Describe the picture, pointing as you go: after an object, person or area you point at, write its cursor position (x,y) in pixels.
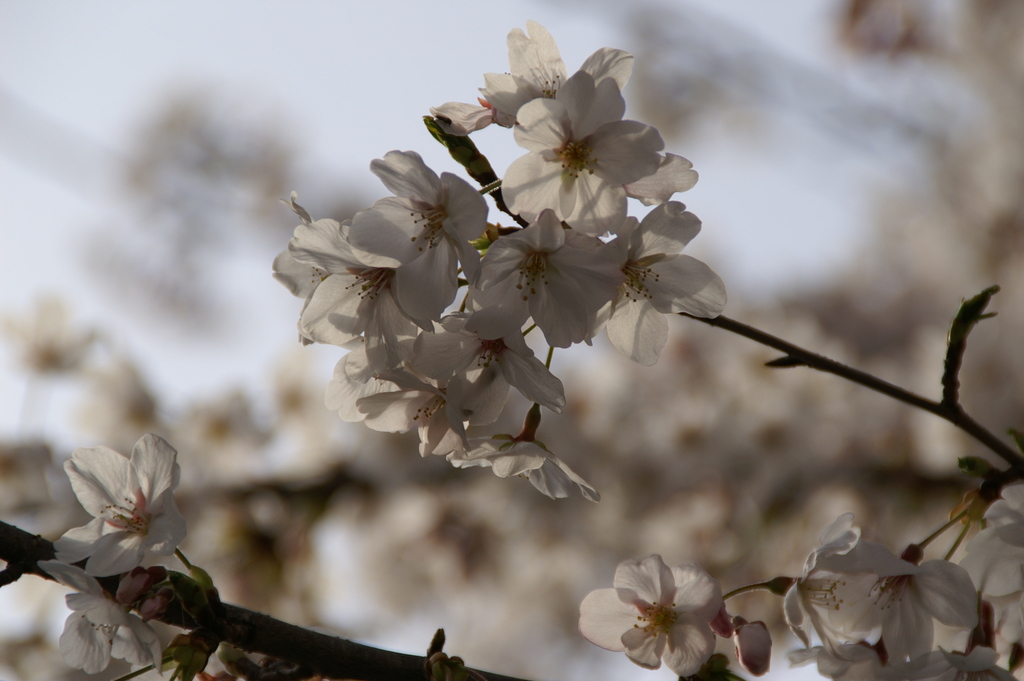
In this image we can see white color flowers (156,500) and stems (373,676). The background (16,339) is blurry.
